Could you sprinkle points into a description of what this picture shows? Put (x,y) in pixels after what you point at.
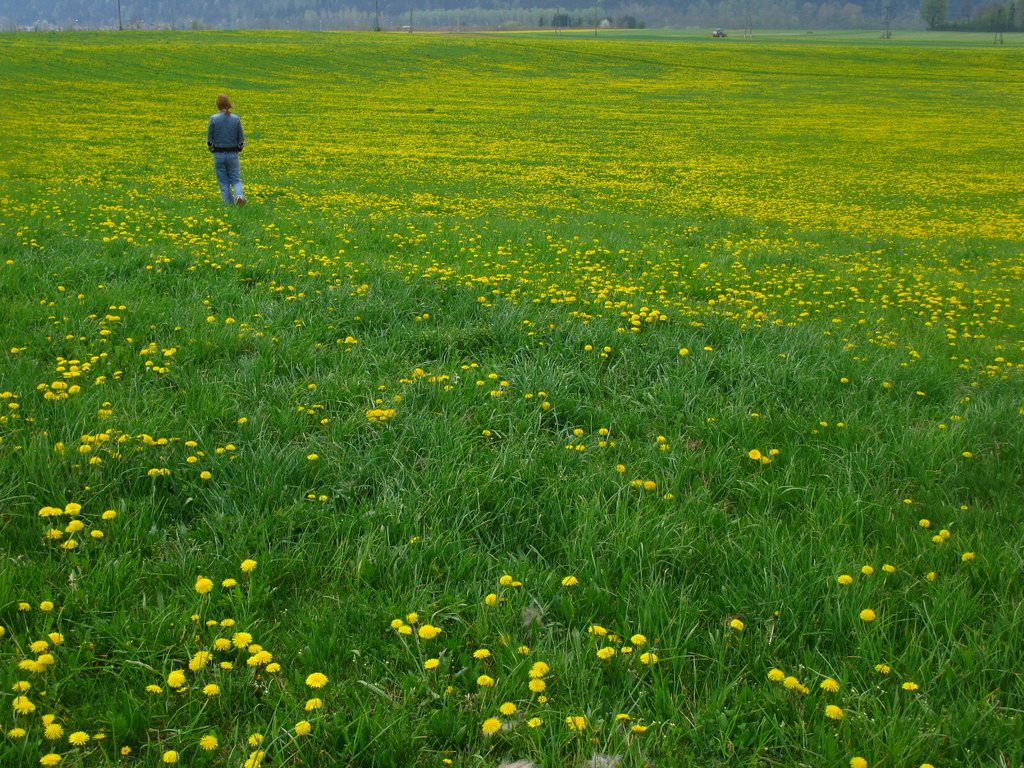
In this picture, we see the flower fields (382,246). These flowers (440,108) are in yellow color. In the top left (221,160), we see a woman (241,184) is walking. In the background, we see the poles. There are trees (744,17) in the background (216,19).
